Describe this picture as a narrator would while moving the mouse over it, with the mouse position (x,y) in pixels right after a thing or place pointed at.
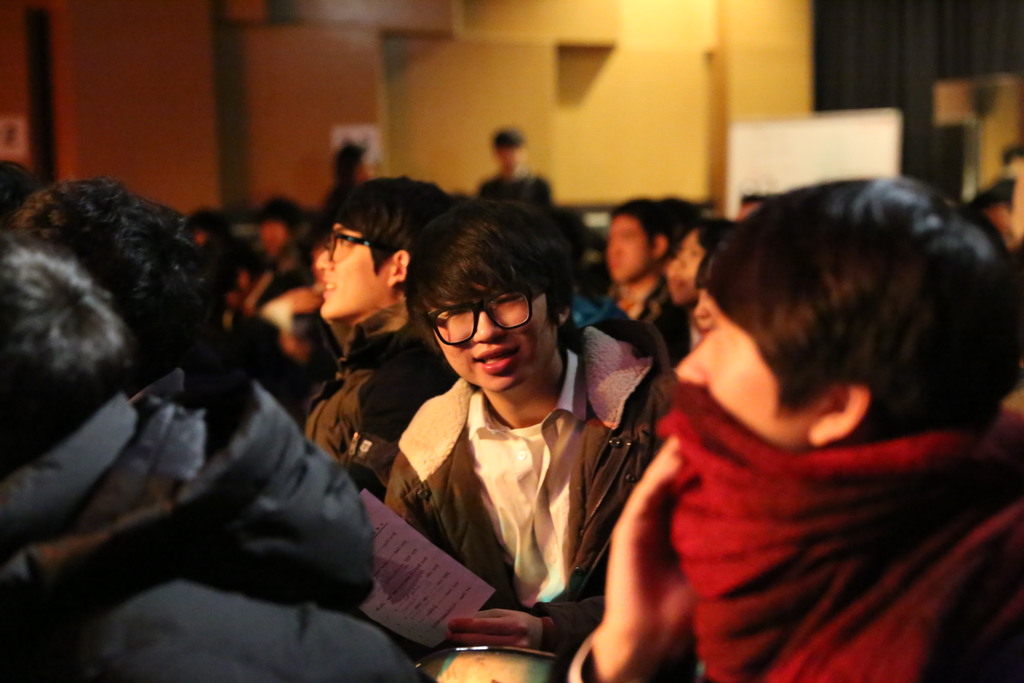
In this image I can see number of people (413,248) and in the centre (373,277) I can see two of them (363,233) are wearing specs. I can also see one of them is holding a paper (399,519) and on it I can see something is written. I can also see most of them are wearing jackets (388,345) and I can see this image is little bit blurry in the background (641,144). On the top right side of this image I can see a white colour thing (902,120) and on the left side (4,118) I can see two white colour things (371,141) on the wall (362,112).
